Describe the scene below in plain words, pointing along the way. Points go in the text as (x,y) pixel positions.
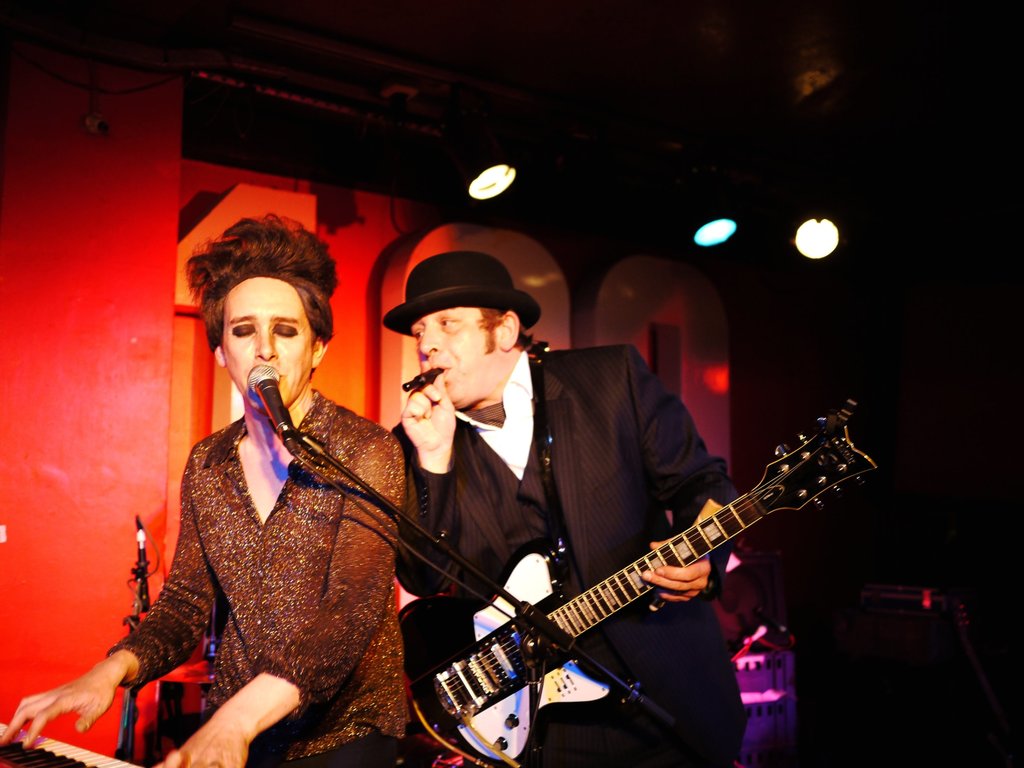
In this picture there two persons (530,325). This person (638,505) holding guitar (596,598) and wear cap (425,287). This person (187,621) singing and playing piano (65,743). There microphone (271,381) with stand (506,597). On the top (484,151) we can see focusing light (825,217). On the background (60,367) we can see wall (58,600).
